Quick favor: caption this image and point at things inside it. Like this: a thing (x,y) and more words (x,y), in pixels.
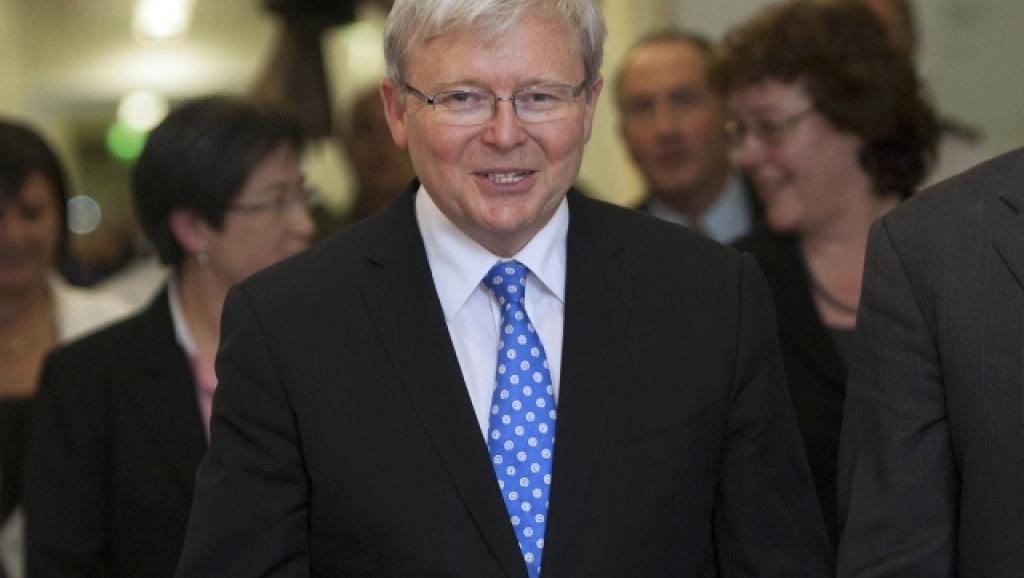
In this image, in the middle (611,378), we can see a man (505,350) wearing a black color suit (690,384). On the right side (1013,196), we can also see a black color suit (999,530). In the background (94,517), we can also see a group of people (297,121) and a light (131,113).
